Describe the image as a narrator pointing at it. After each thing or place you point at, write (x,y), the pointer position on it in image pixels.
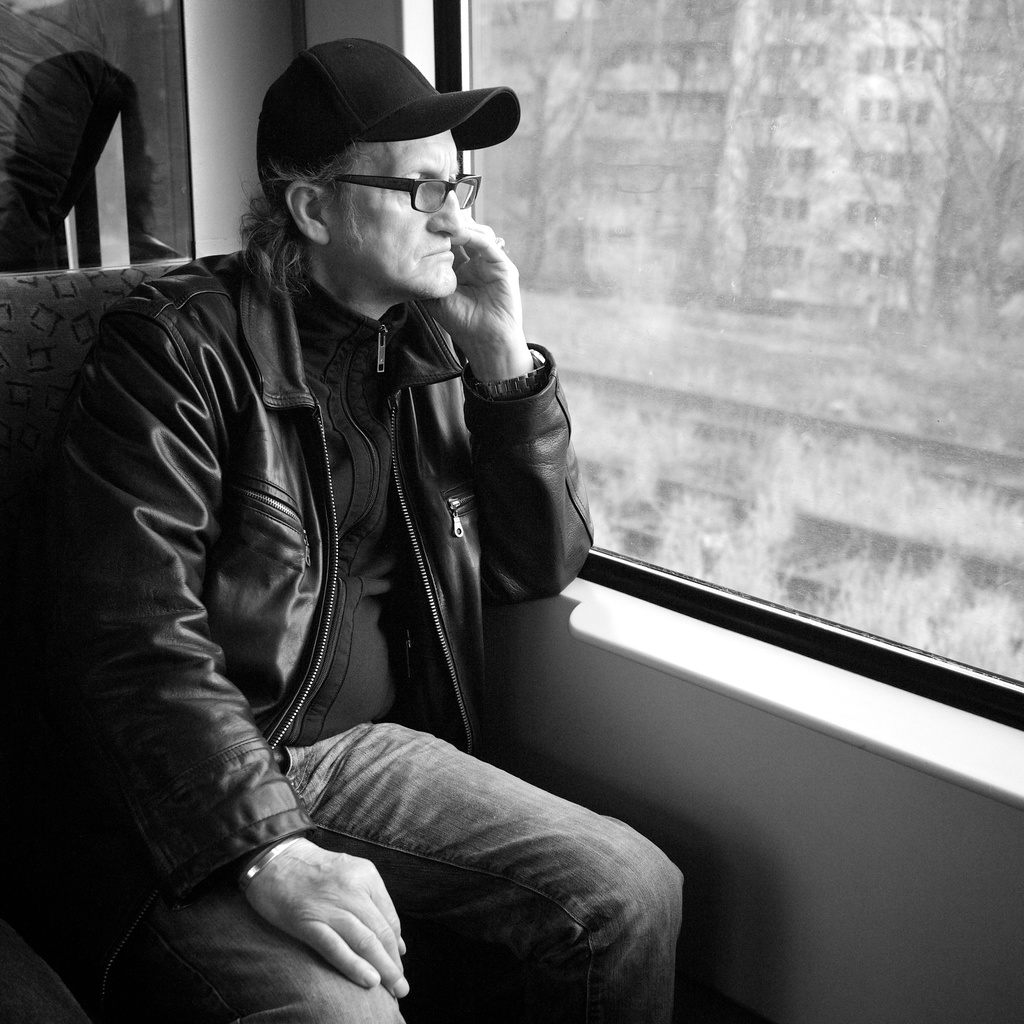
This is a black and white image. A person (404,737) is sitting wearing a cap (372,86), spectacles (439,190), jacket (192,419) and jeans (356,737). There is a glass window (657,232).
